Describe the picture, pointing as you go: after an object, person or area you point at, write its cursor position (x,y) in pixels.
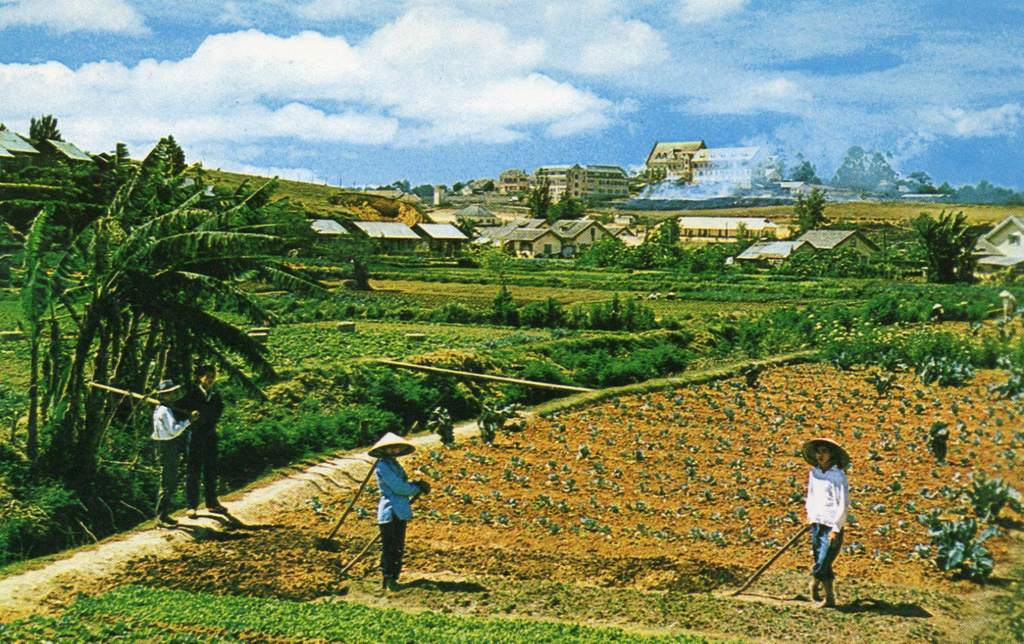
This image is taken outdoors. At the top of the image (355,76) there is the sky (674,109) with clouds (248,58). At the bottom of the image (276,601) there is a ground (291,609) with grass (159,612) on it. In the middle of the image (414,249) there are many houses (613,179). There are many trees (142,281) and plants (550,331) with leaves (855,333), stems (1015,369) and branches (256,202). In the background (768,196) there are two hills (947,208). In the middle of the image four people (168,425) are standing on the ground (255,543) and they are holding sticks (158,400) in their hands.
